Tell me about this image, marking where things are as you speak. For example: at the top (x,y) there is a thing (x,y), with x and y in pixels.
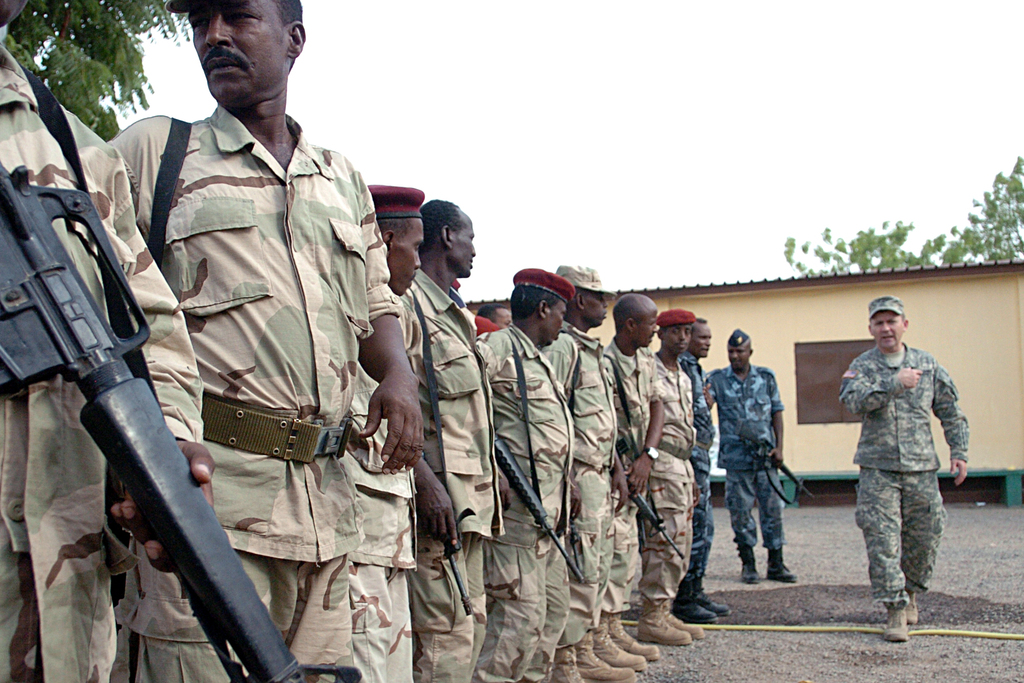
On the right (882,432) there is a man (949,377) who is wearing cap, shirt (897,419), trouser (889,522) and shoe (893,628). He is standing near to the rope (1002,636). On the left (209,410) we can see the group of persons (392,479) were standing in the line. They are wearing the same dress (401,563) and holding the gun (647,514). In the background (697,285) we can see the shed (963,364) and trees (961,254). At the top (565,67) there is a sky (533,66).
